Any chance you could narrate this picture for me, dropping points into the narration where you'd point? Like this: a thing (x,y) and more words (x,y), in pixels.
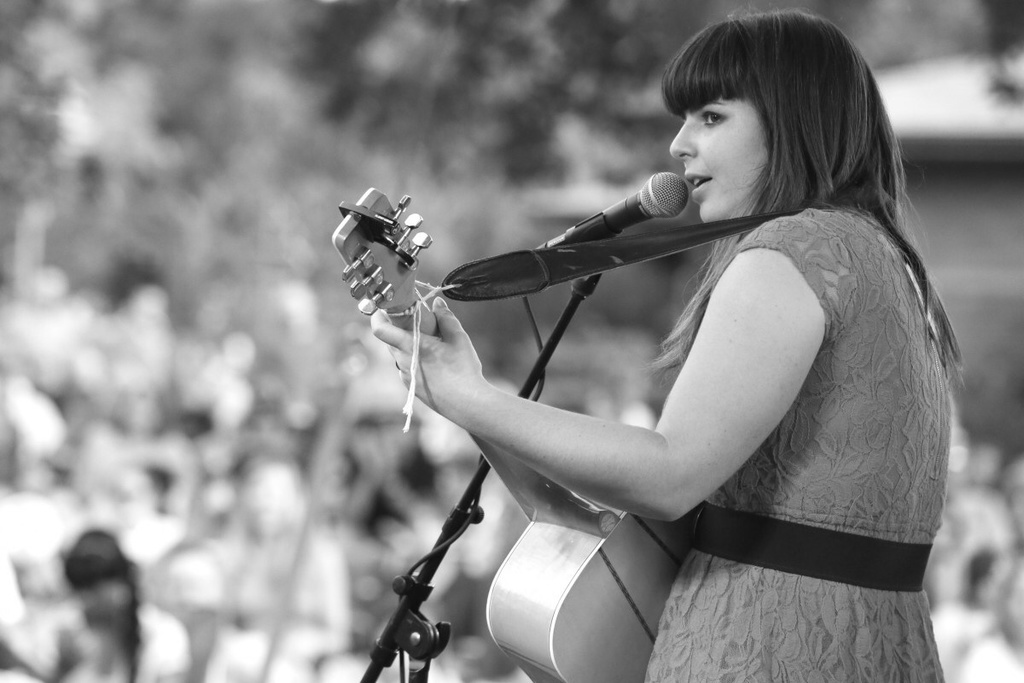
Here in this picture we can see a woman (801,348) singing a song with a microphone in front of her and she is also holding a guitar (691,511) in her hand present over there.
